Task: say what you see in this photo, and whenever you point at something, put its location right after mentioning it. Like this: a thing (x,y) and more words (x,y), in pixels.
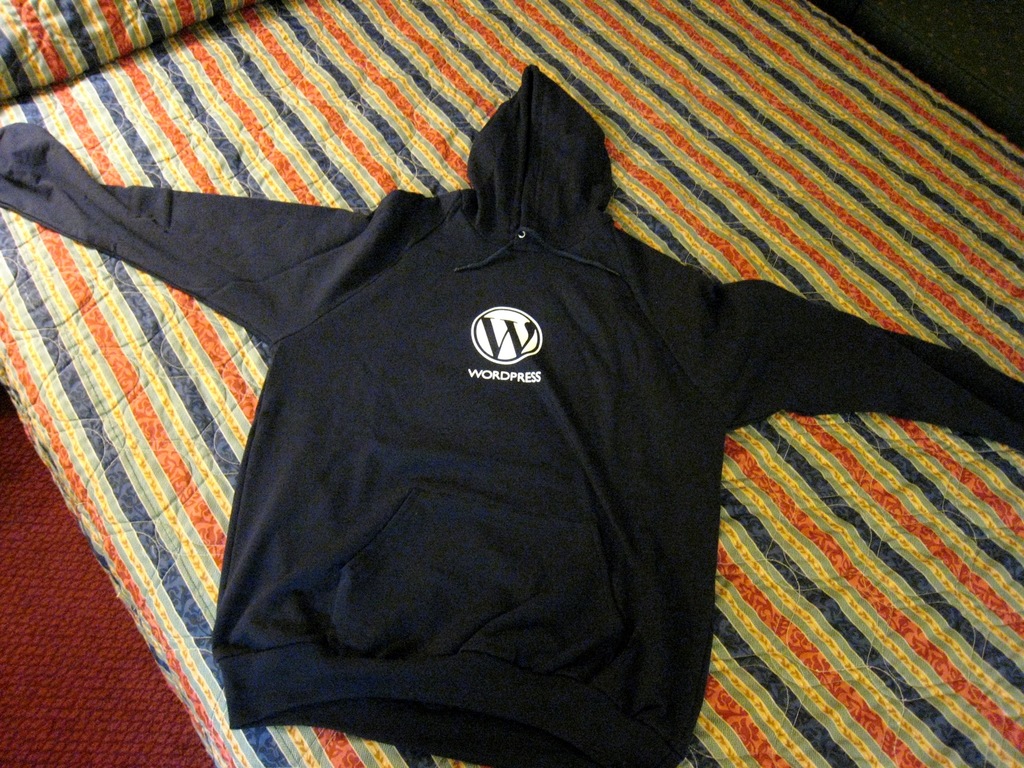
In this picture I can see a hoodie (627,414) on the blanket (870,679) and looks like a carpet (33,677) on the left side of the image (31,624).
